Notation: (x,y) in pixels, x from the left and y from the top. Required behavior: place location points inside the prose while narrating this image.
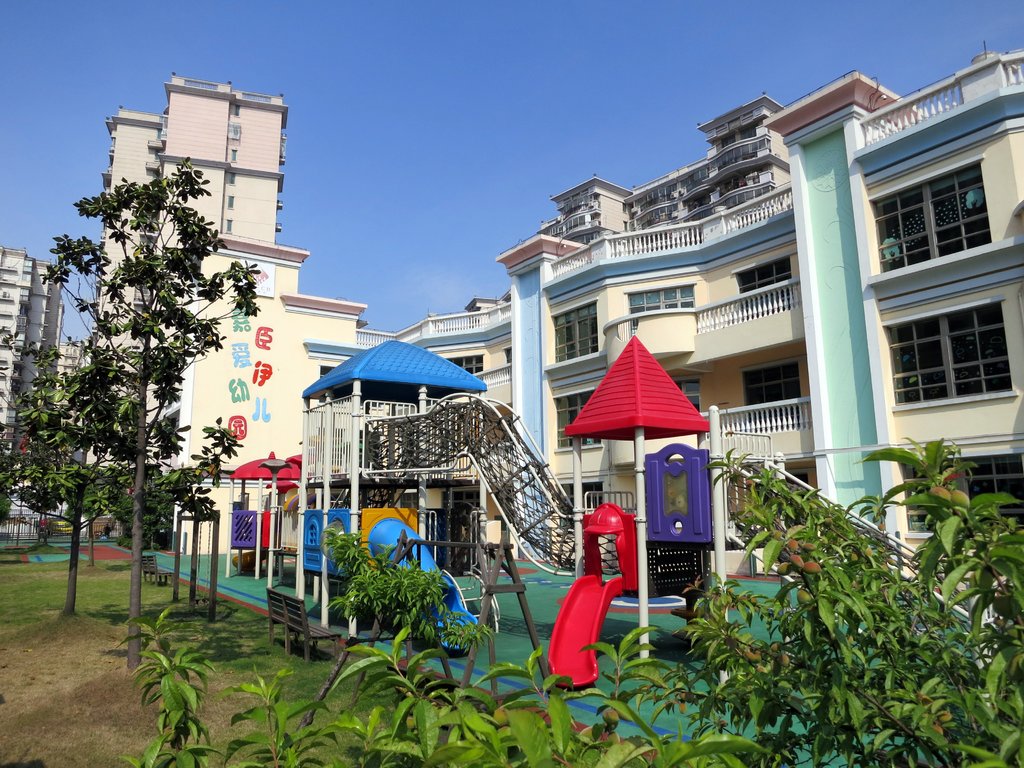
In this image there are buildings (543,266) on the right side (865,246). In front of the buildings (865,246) there is a playground (455,530) in which there are slides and some playing objects (312,504). At the top (404,88) there is the sky (409,85). At the bottom (172,705) there are plants (439,683). On the left side (51,344) there is a building (30,275).
